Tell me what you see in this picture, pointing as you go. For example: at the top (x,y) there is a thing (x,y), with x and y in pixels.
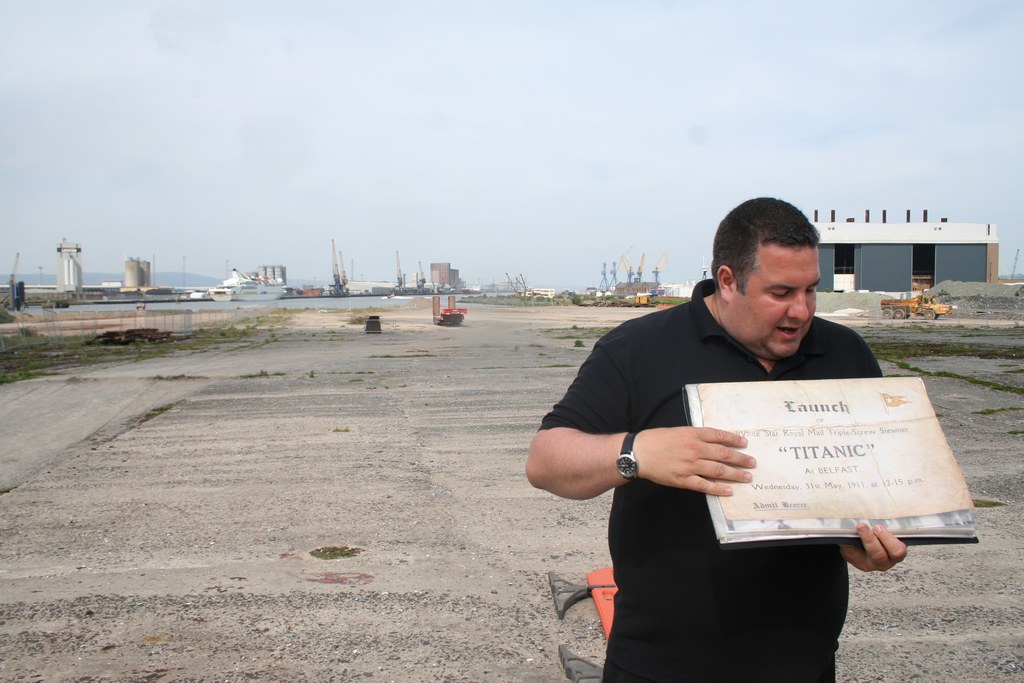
In the picture I can see a person (683,380) wearing black T-shirt (745,630) is standing and holding an object (815,467) which has something written on it and there is water (335,301) which has a ship (263,292) on it and there are some other objects (423,285) in the background (625,256).
